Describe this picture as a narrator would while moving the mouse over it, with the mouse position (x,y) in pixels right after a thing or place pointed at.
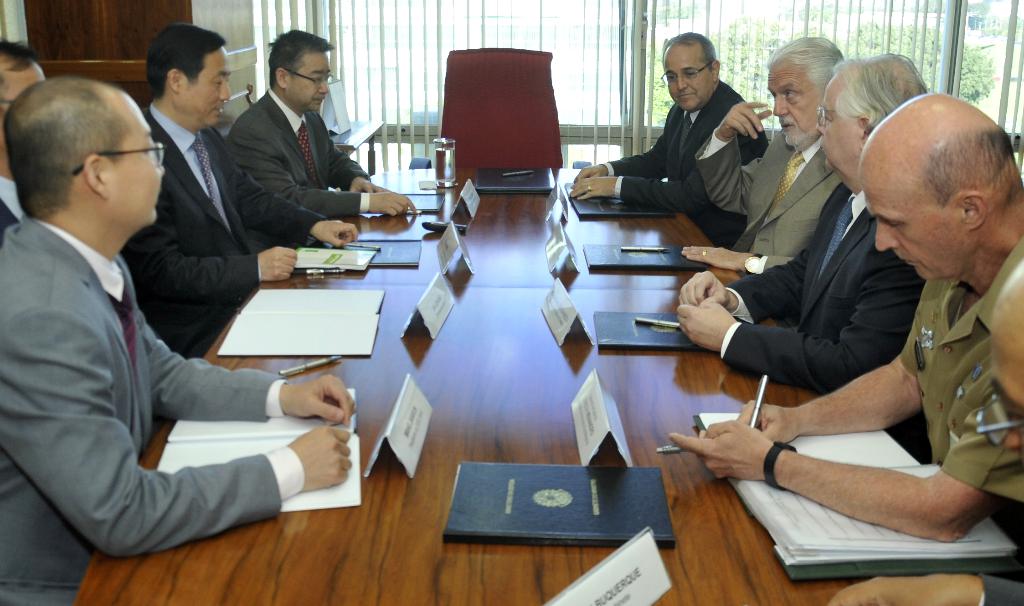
In the middle of the image (679,232) we can see a table (470,603), on the table (267,602) there are some books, pens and glass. Surrounding the table (583,261) few people (1015,225) are sitting and holding some pens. Behind them there is wall (767,21). Through the wall (757,10) we can see some trees (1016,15).
